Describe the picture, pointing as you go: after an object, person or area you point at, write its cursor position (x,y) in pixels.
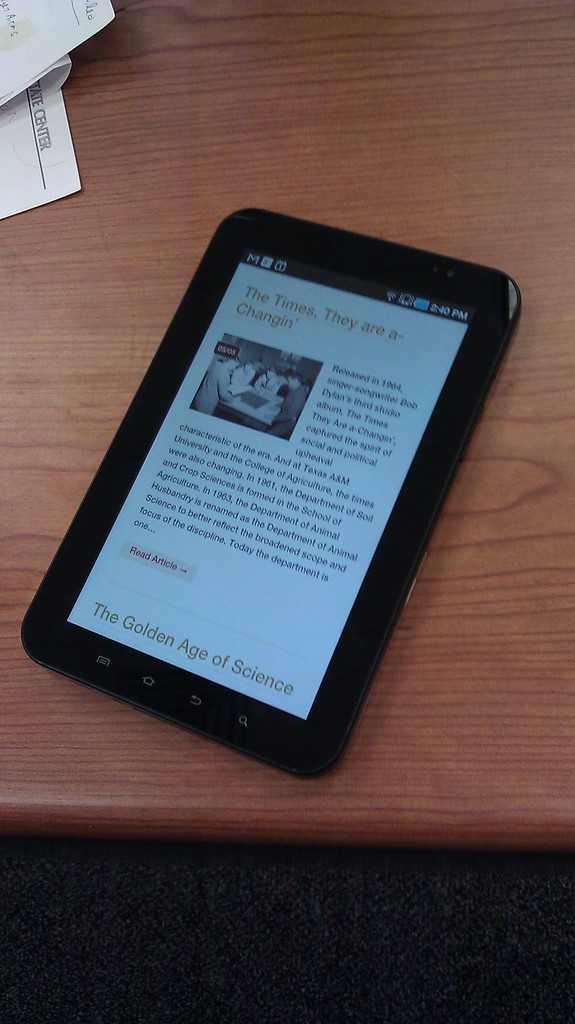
In this image there is a table (559,468) on which there is a tablet pc (261,447). On the left side (59,147) top there are papers (36,95) on the table (11,279).
